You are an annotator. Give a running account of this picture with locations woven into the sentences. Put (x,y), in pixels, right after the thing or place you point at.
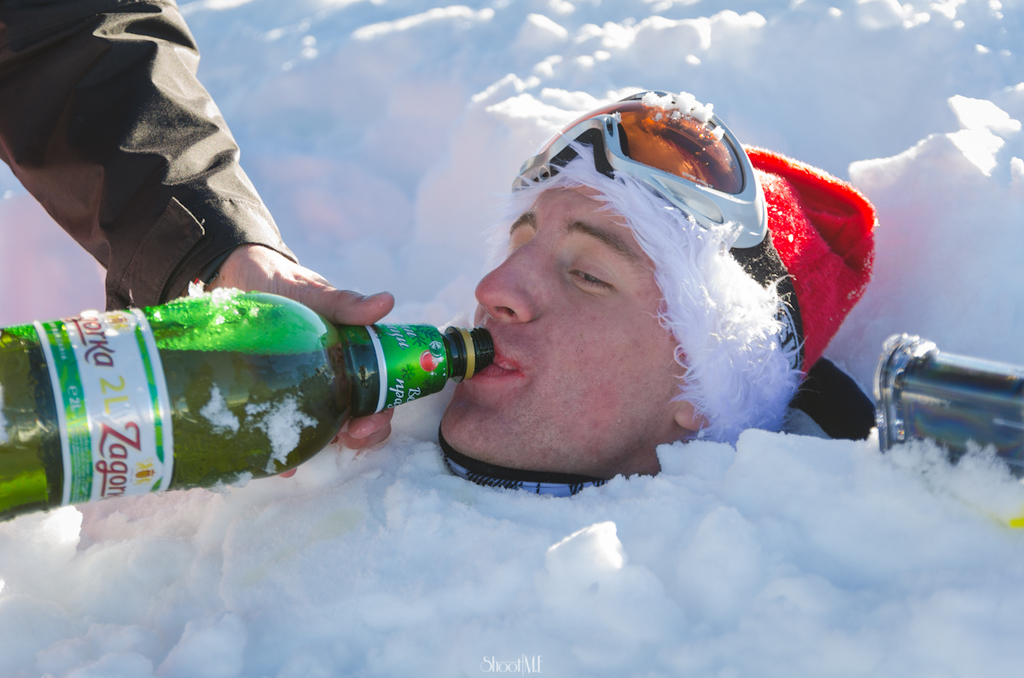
The person (595,356) whose body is dipped in the snow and only his face (638,337) is visible is drinking.
